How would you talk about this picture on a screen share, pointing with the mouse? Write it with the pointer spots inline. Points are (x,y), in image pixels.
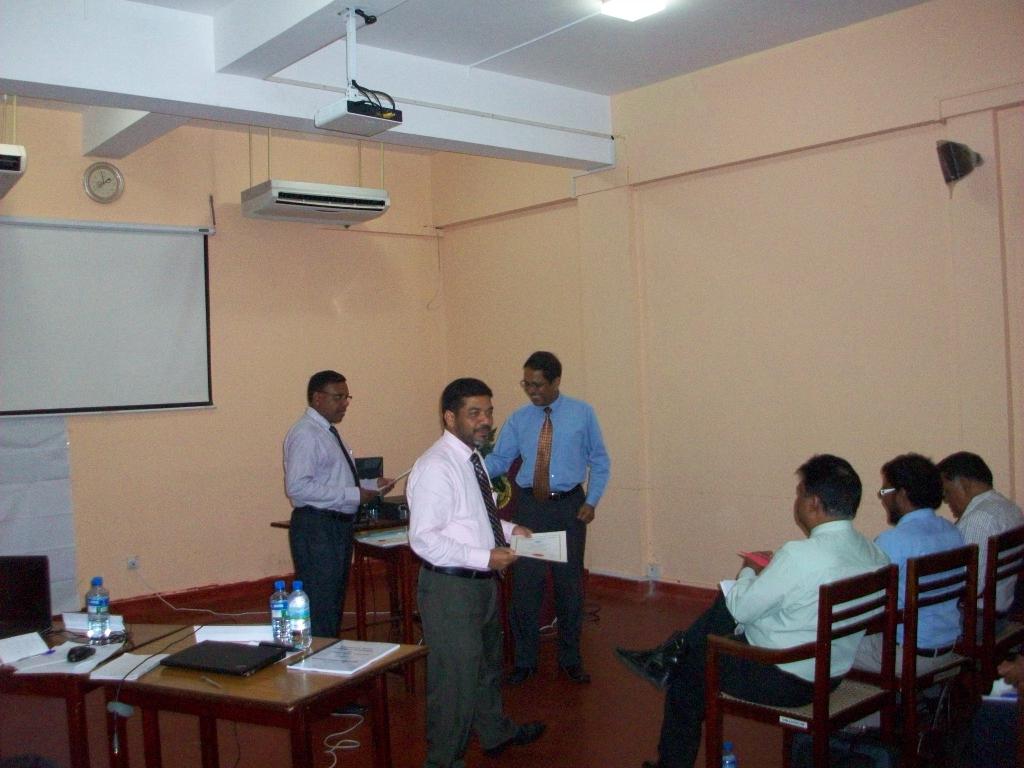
In a room (632,645), there is some meeting going on, three people (823,557) were sitting on the chairs (758,655) and in front of them three other men (323,469) are standing and they are holding some papers (546,546) with their hand (524,535). On the left side (68,675) there is a table (178,670) and on the table (167,677) there is a water bottle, laptop (40,624) and some books (326,649). In the background (173,564) there is a wall (179,219) and there is a projector screen (177,371) fixed to the wall (237,226) and the projector (332,105) is hanged to the roof (318,93).
